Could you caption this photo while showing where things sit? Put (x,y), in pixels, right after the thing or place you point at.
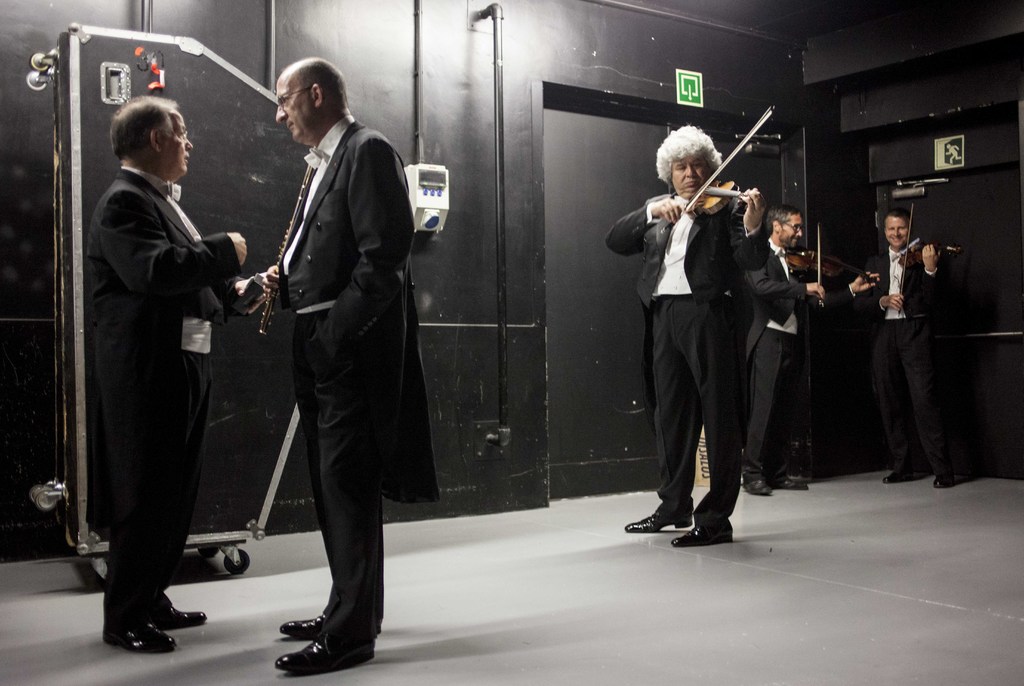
In this image, there are a few people (874,290). Among them, some people (690,184) are playing musical instruments (918,260). We can see the ground (660,532) and the wall (500,491) with some objects (499,80). We can also see some sign boards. We can see a metal object (87,173) with wheels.
